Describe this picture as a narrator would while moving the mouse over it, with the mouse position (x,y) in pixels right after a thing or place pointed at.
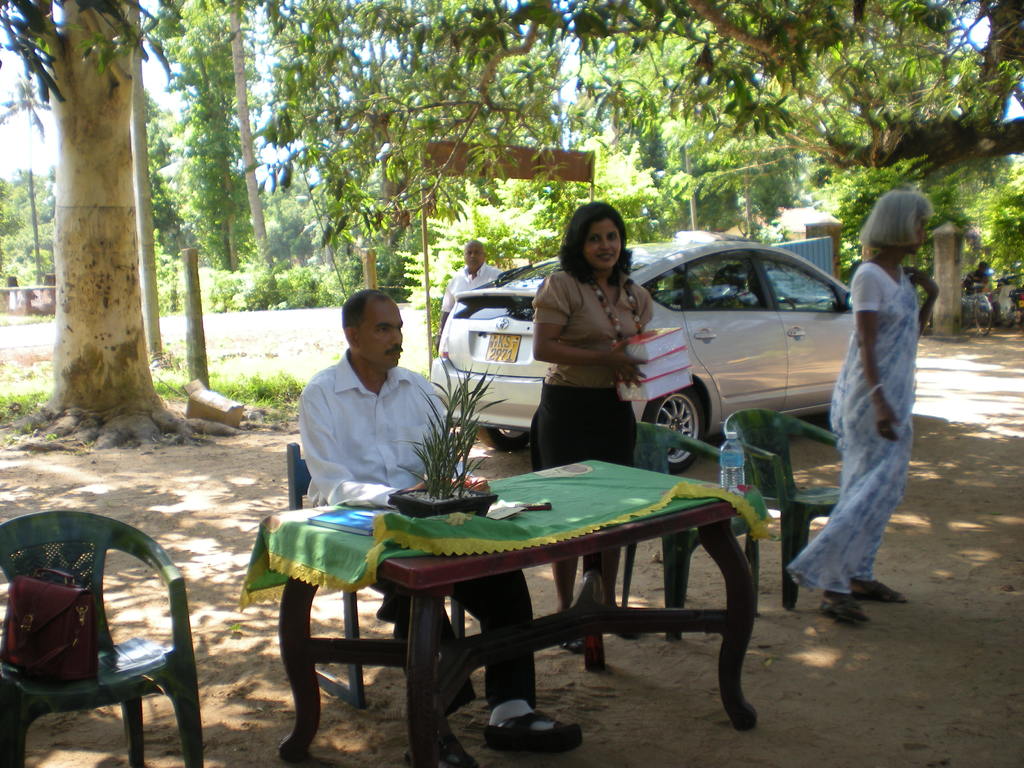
there are people (611,360). in the front (600,485) there is a table (538,510) on which there is a plant (442,492). behind them there is a car (718,279). behind them there are trees (348,106).
